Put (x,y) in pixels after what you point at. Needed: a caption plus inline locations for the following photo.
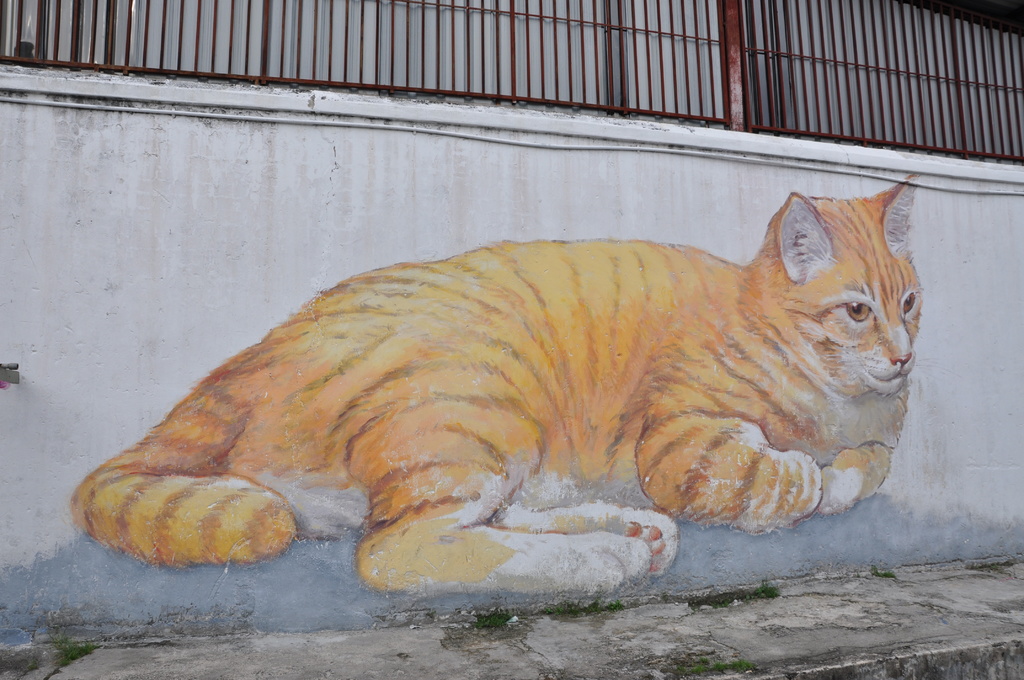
In this image in the center (514,232) there is a wall (21,414) and on the wall (927,221) there is painting (775,458), and at the top of the image (621,61) there is a railing (248,61). And at the bottom (289,655) there is a walkway (901,594).
